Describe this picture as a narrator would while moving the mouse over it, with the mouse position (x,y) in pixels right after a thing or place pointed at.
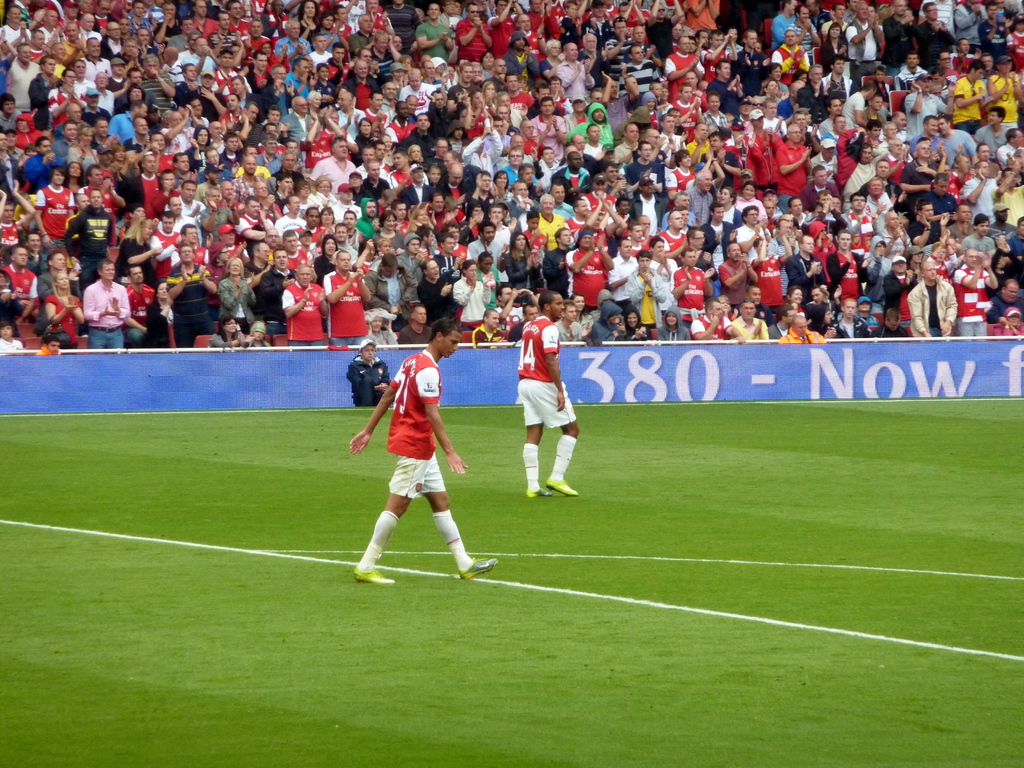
In this image I can see two people (534,424) are on the ground (373,603). These people (564,463) are wearing the red and white color dresses (392,480). To the side of these people (432,433) I can see one person (362,404) in front of the blue color board (493,388). In the background (486,100) I can see the group of people (428,190) with the different color dresses (582,252) and I can see few people (610,260) with the caps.
